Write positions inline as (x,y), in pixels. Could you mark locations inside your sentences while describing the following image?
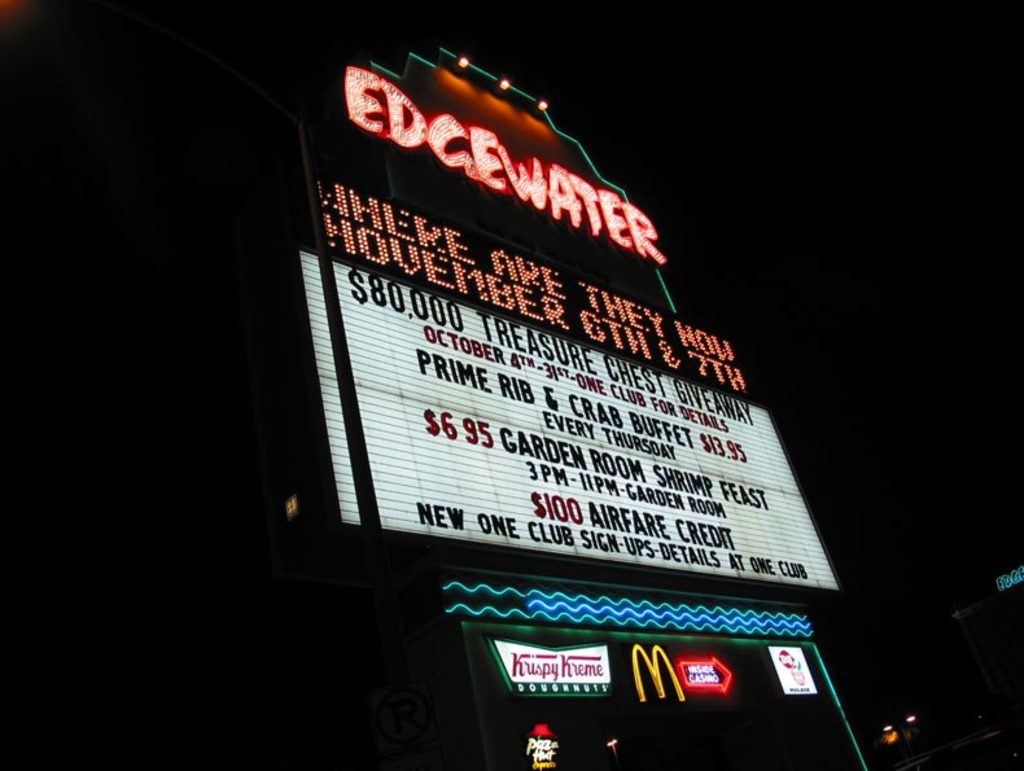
As we can see in the image there is a building (487,712), banners (640,686) and there is some matter (547,322) written over here. The image is dark.
